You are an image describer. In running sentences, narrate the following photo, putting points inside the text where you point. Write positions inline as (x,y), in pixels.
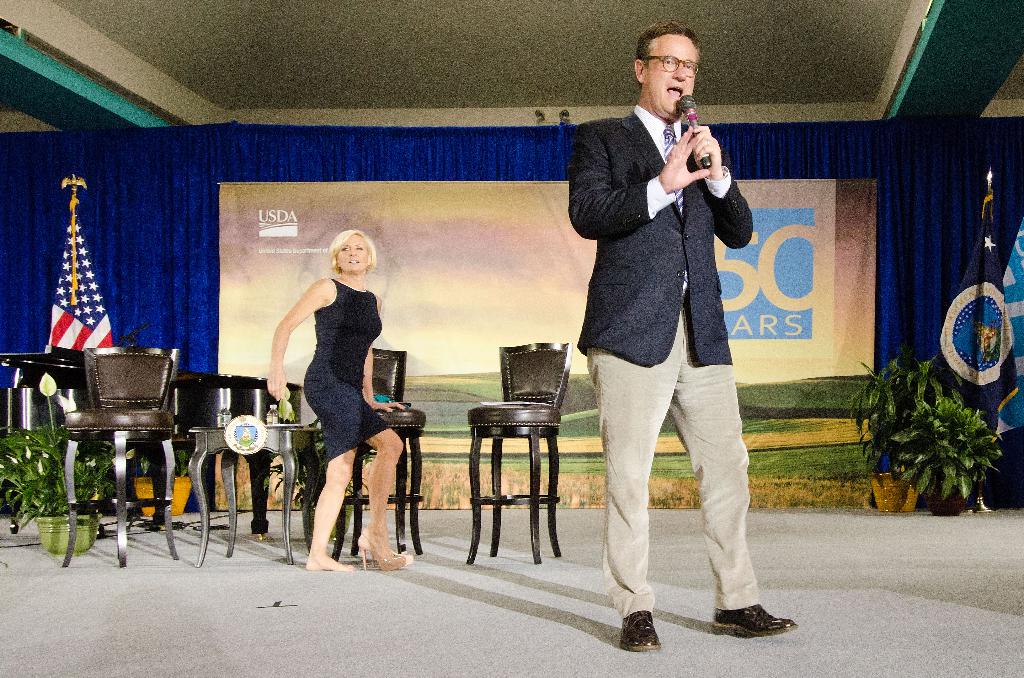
In the picture I can see a woman (380,502) and a man (721,384) are standing on the ground (699,550). The man (672,357) is holding a microphone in the hand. In the background (453,481) I can see chairs (165,412), flags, banner (281,293), blue color curtains (204,345). plant pots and some other objects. I can also see the ceiling (318,105).
